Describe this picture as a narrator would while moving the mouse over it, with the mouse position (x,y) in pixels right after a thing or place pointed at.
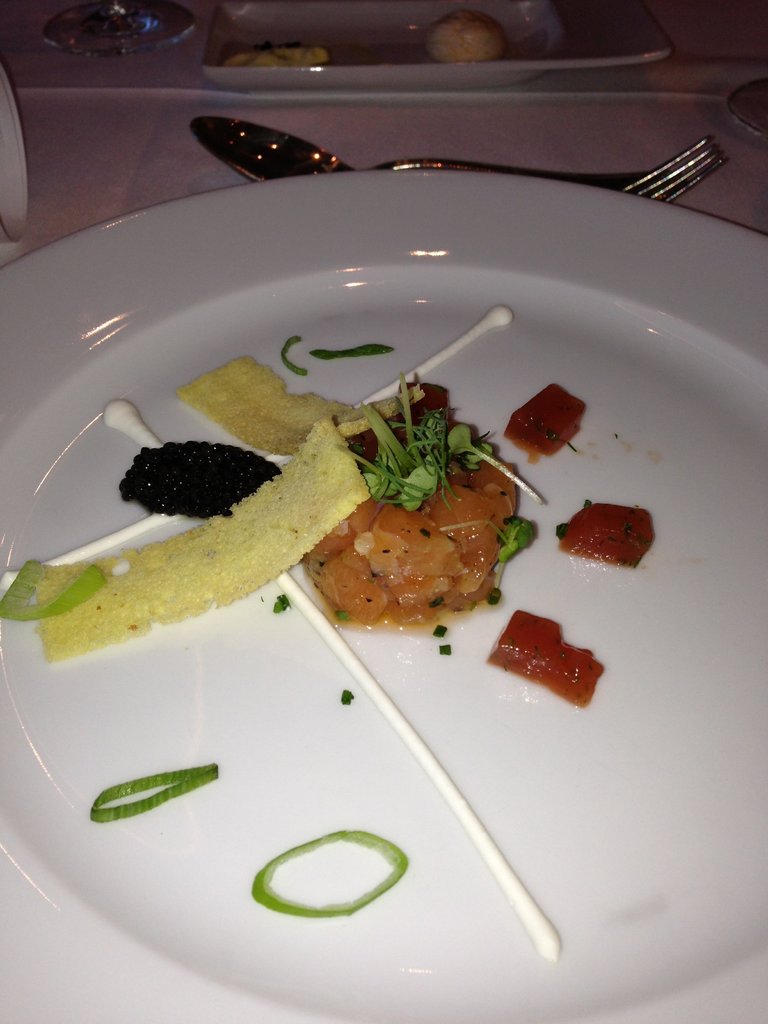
In this image, we can see a white plate (516,837), some food item (421,570) is placed on it. Top of the image (574,178), we can see few items (262,72), that are placed on the cloth (125,171). Here we can see some eatable things (324,58).
